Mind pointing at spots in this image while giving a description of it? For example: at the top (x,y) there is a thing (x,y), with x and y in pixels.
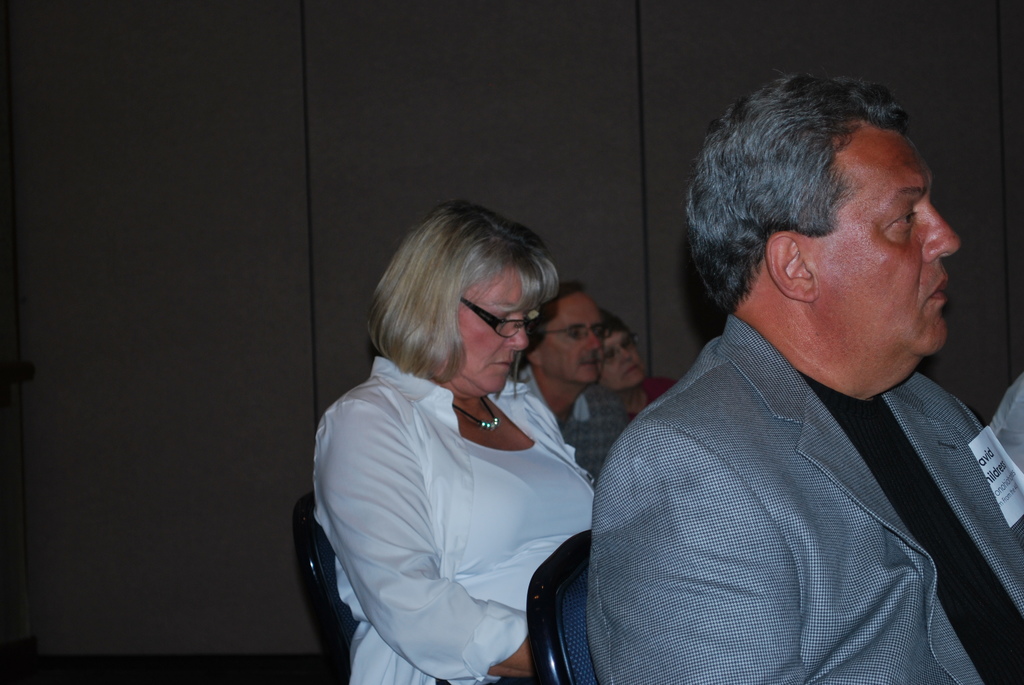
Here in this picture we can see a group of people (754,521) sitting on chairs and the two persons (562,467) in the middle (468,307) are wearing spectacles (587,332).
